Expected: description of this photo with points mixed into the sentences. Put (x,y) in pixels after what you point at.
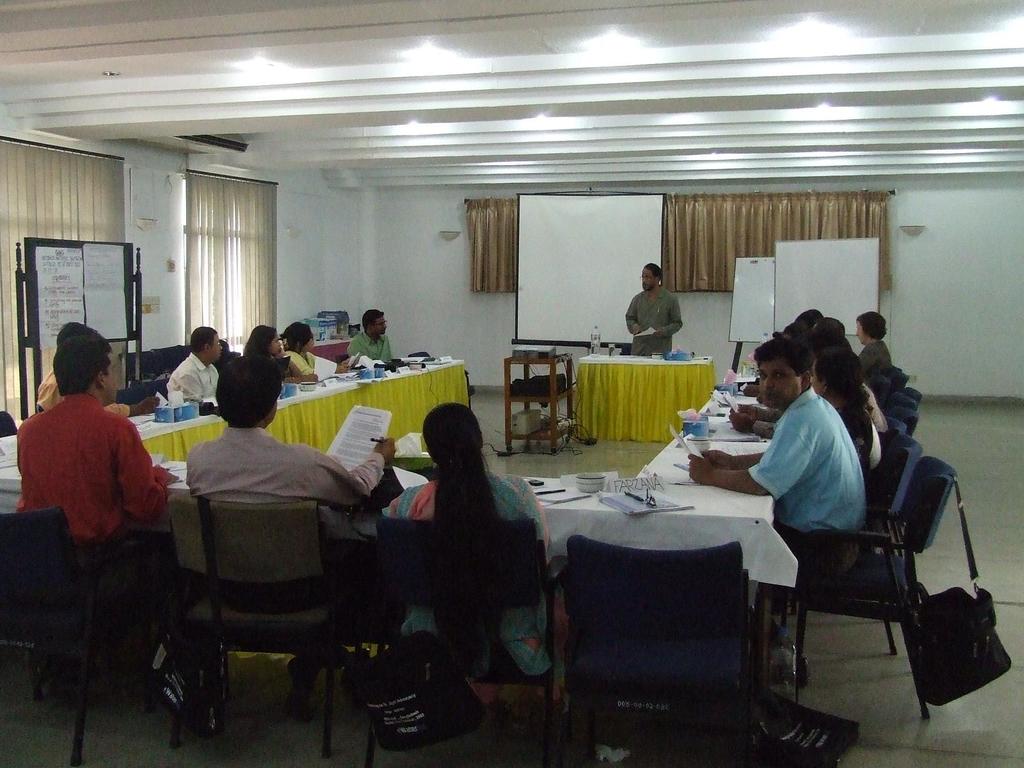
In the image we can see group of persons (365,317) are sitting around the table (310,441). On table (613,518) there is a book (629,497), pen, paper (635,481), tape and water bottle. In the center (649,337) there is a man (645,319) standing. In the background (587,278) there is a wall (426,278), curtain (232,272), board (847,245), table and cloth (628,397).
